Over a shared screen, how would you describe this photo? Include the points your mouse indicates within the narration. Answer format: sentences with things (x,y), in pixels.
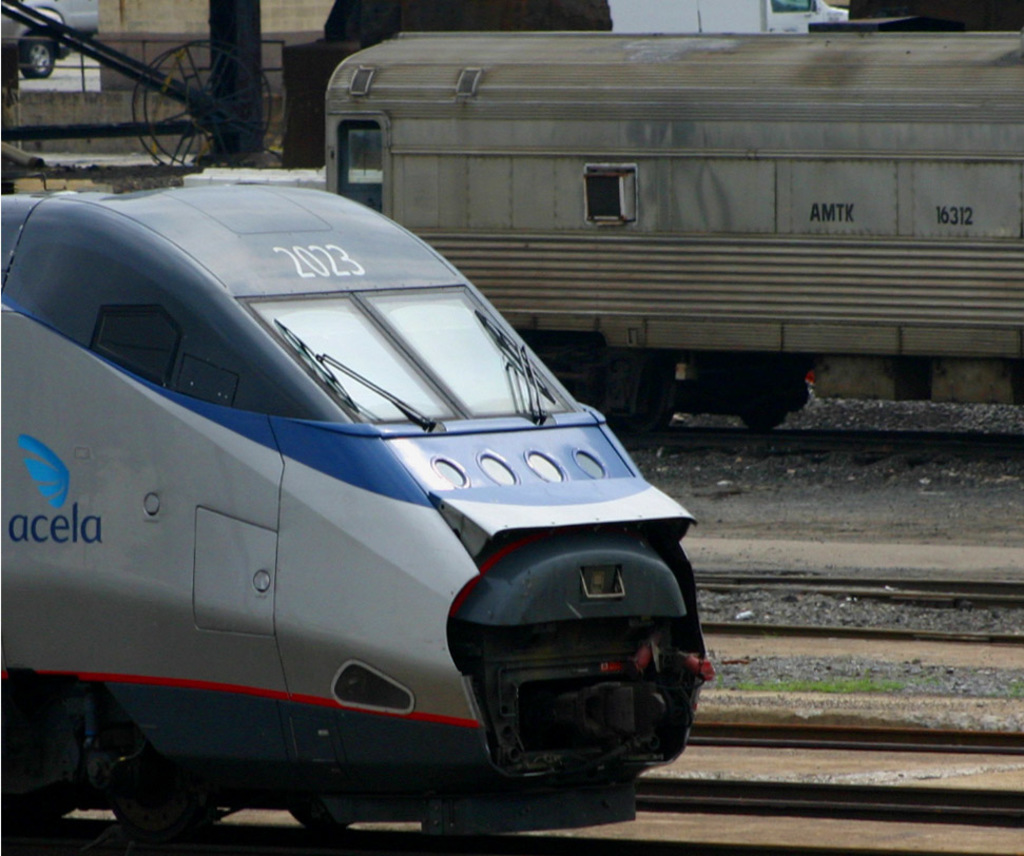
In this picture I can see there is a train engine (541,751) moving on the track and there is another object (574,214) behind it, there is a building (205,1), poles (215,18) and few vehicles (71,10) visible at the left side (82,21).
